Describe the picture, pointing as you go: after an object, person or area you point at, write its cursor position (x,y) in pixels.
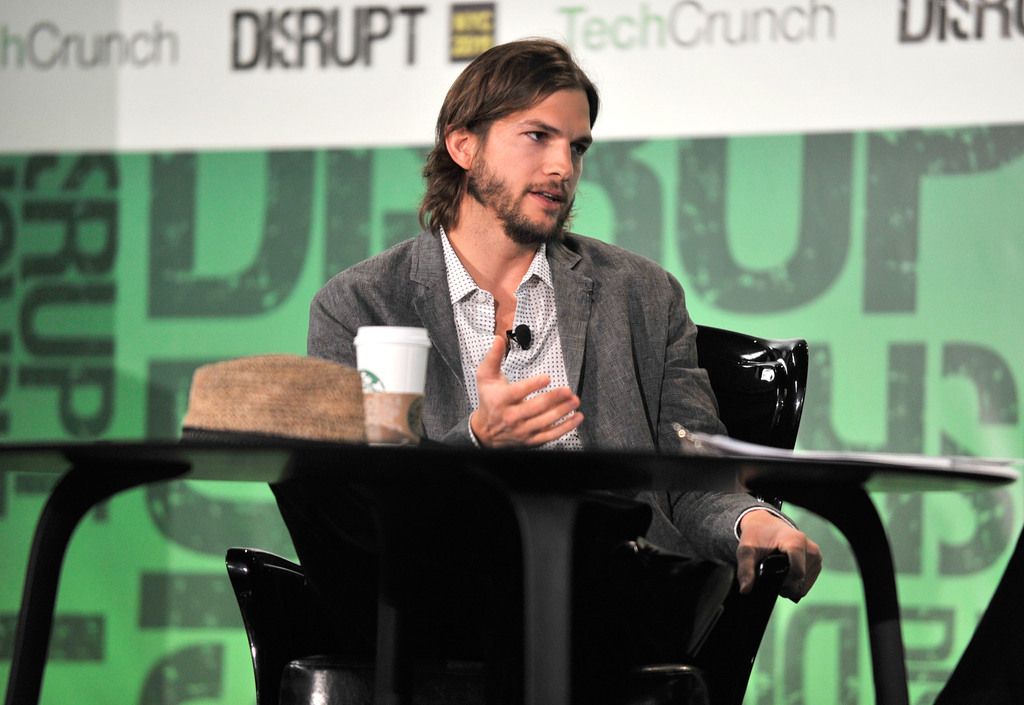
In the foreground (498,169) I can see a person (547,347) is sitting on a chair (713,556) in front of a table (534,562) on which glass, papers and some object (327,395) is kept. In the background (775,97) I can see text (989,544) and a hoarding (767,224). This image is taken may be in a hall (632,549).
